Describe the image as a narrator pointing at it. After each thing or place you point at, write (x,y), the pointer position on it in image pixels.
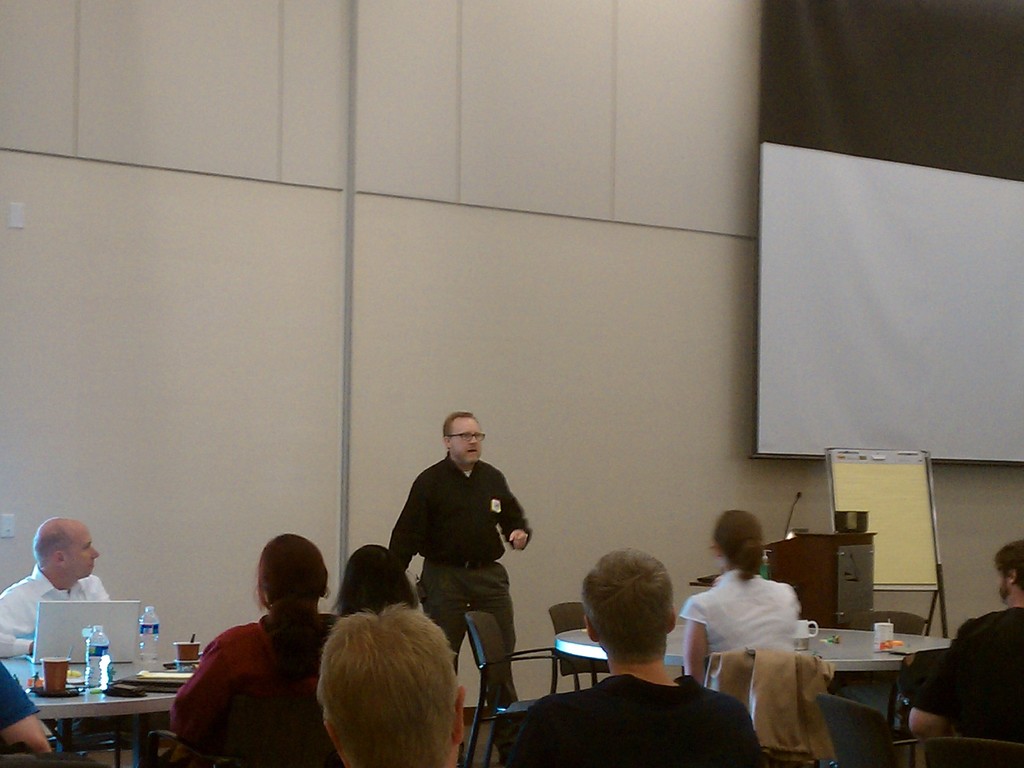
In the middle (488,512) a man (469,606) is standing, he wore black color shirt (497,536). Here many people (732,633) are sitting and listening to him.
